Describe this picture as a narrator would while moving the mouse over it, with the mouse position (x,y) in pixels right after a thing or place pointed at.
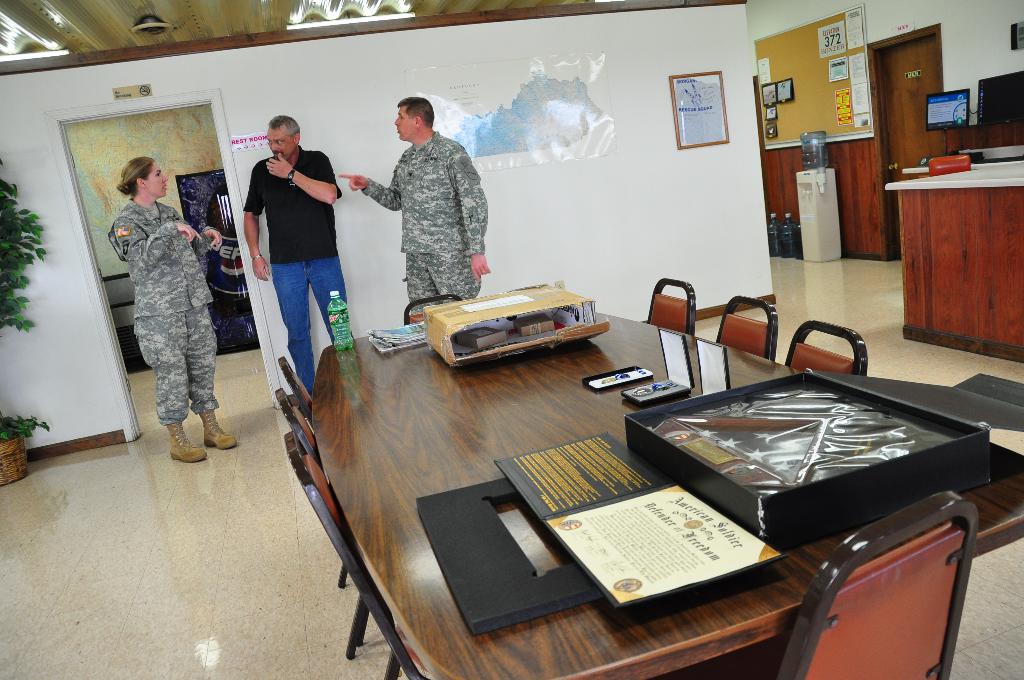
In this image I can see a table (600,404). On the table (556,359) there is a cardboard box (558,333), bottle (344,341) and the papers (643,558). In the back (450,160) there are three people (326,234) standing and there are some boards (814,102) and frames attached to the wall (521,228).
